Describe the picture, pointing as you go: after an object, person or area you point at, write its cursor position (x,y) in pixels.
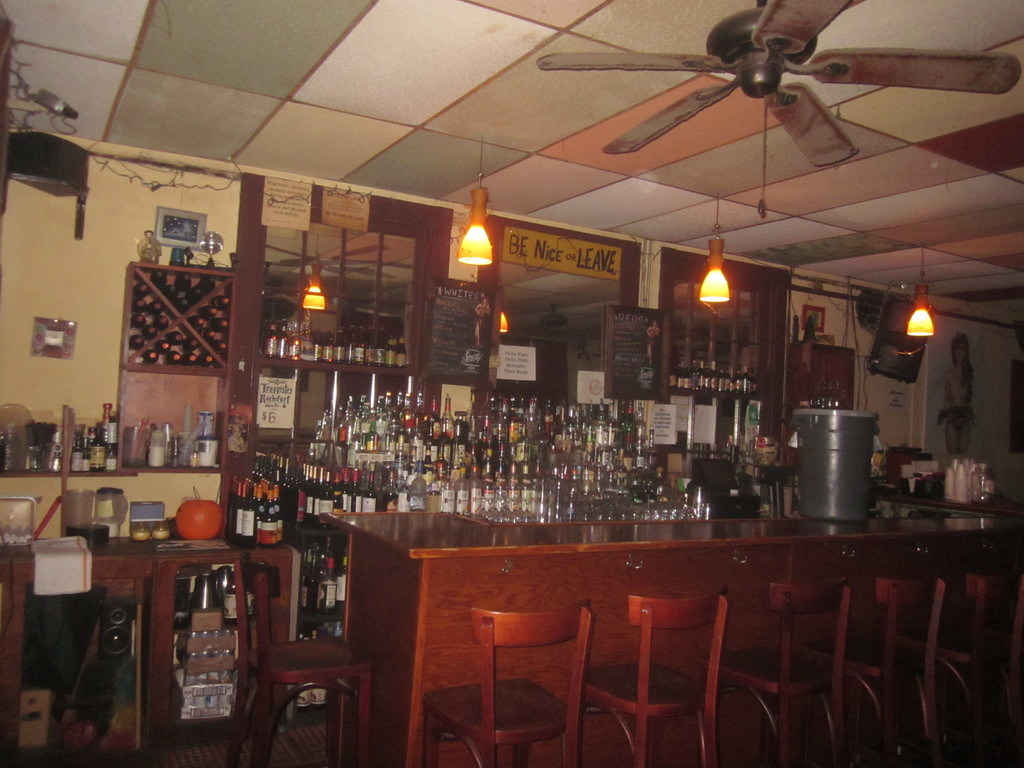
This picture shows a bunch of bottles (295,476) on the table (446,541) and we see few lights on the roof (708,14) and a ceiling fan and we see a water tin (831,413) and few chairs (586,651) and a table (353,538) and we see photo frame (185,237) on the wall (151,204).
